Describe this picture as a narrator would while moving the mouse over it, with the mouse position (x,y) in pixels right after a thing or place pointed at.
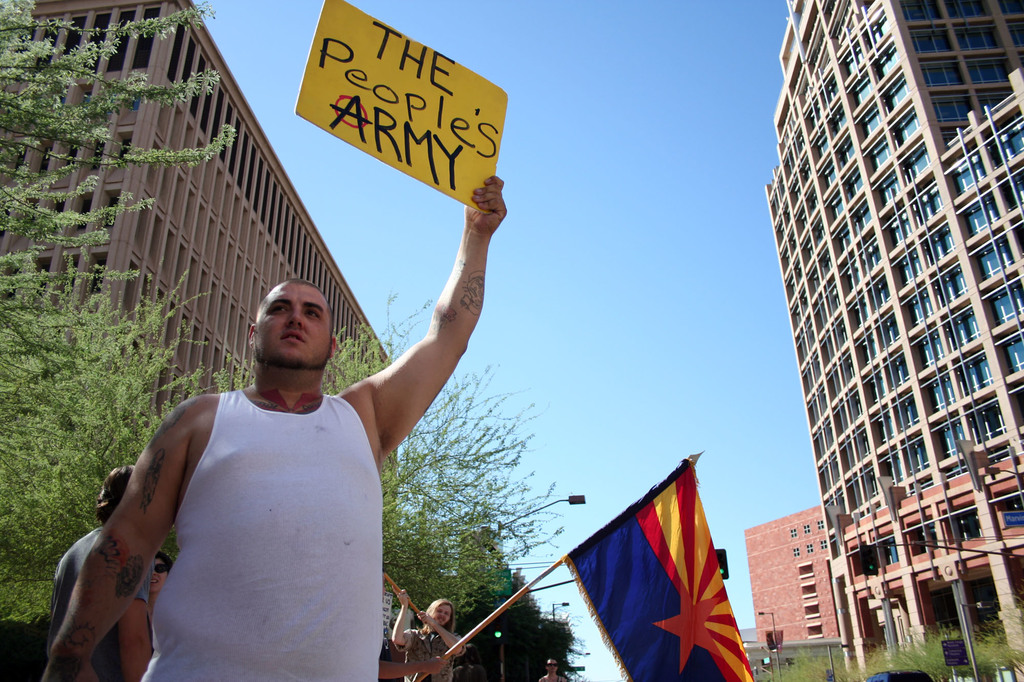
Here in this picture, in the front (329,533) we can see a person (232,461) standing and holding a placard (389,110) in his hand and behind him also we can see other people (404,596) standing with flag post (612,532) in their hand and we can see buildings (929,309) present on either side of them and we can see trees (793,670) and light posts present over there.
